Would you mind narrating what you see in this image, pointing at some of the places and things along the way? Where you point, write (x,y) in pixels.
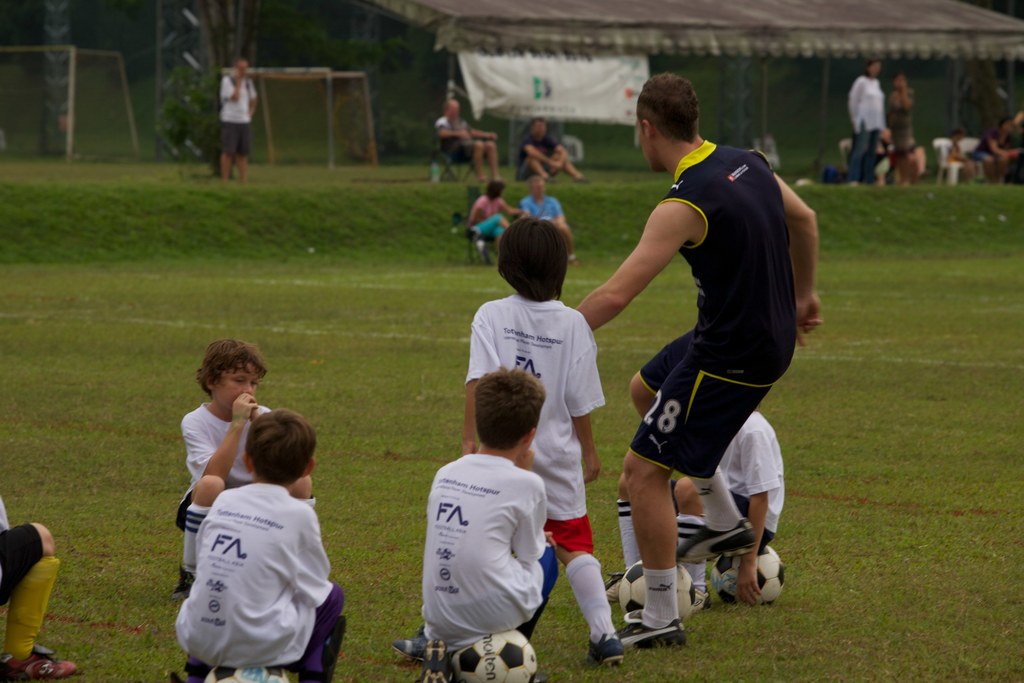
This image consist of playground (367,315). there are the players (279,543) sit on the ground (547,648) and some of them watch the playing and there are some tents (772,51) visible and there is a hoarding (589,100) seen and on the left (251,123) there is a person (226,123) stand in front of the plant (196,106). On the right corner (950,168) i can see a chair (951,168), on the chairs (949,140) i can see a children (955,153) sit on that.
